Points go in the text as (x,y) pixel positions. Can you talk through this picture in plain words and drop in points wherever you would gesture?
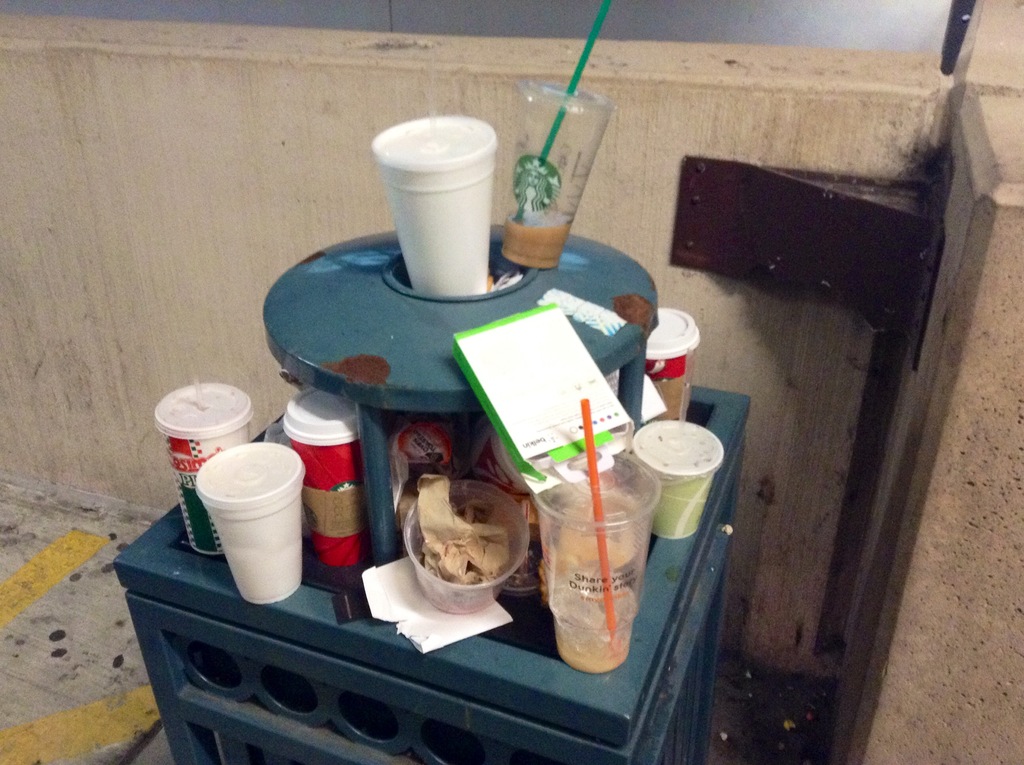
In this image I can see few cups (228,421), straw (587,421), papers (490,568), boxes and few objects (526,489) on the teal color object (423,317). I can see the cream color wall (321,177).
